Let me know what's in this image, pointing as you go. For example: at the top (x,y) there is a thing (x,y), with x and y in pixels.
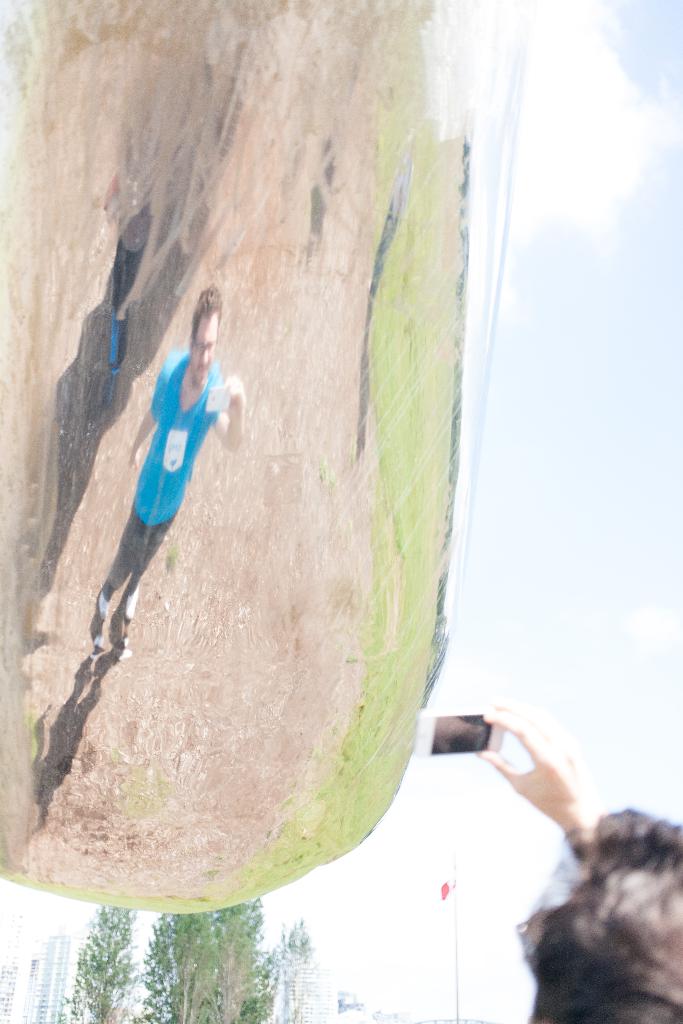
In this image we can see a person (625,928) holding a mobile (478,746) and there is a picture (177,578). In the background (166,960) there are trees (254,938) and buildings (312,987). We can see the sky (556,604).
